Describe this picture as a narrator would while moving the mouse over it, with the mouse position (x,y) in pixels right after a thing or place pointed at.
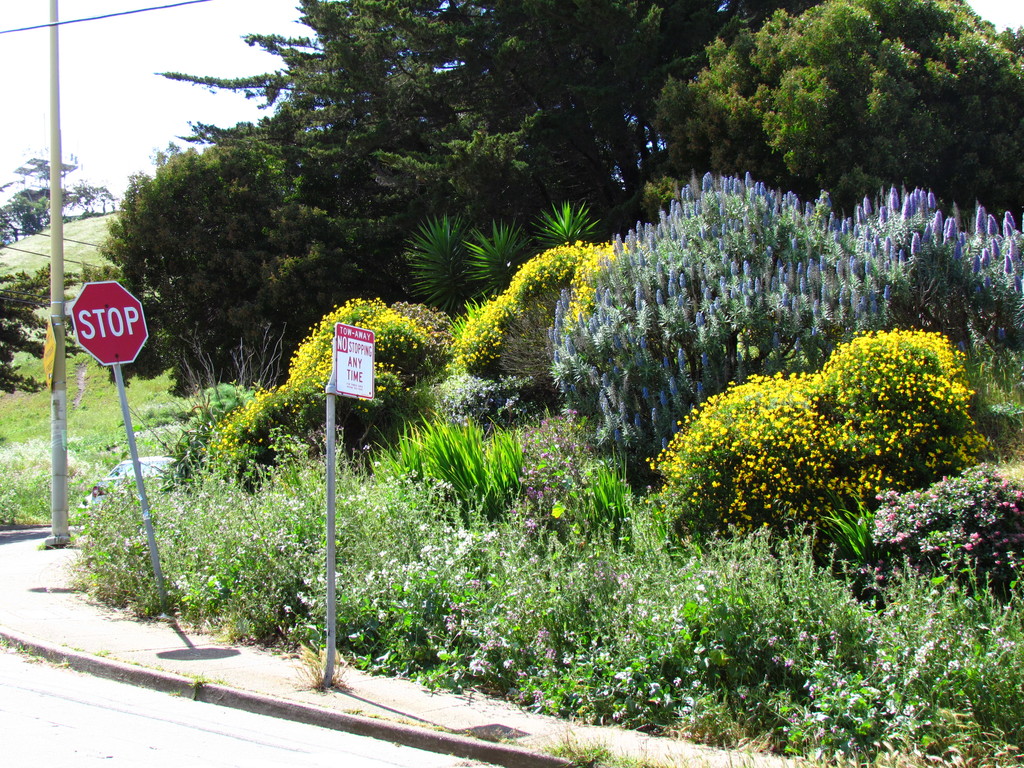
In this image, we can see trees (441,170), plants (468,394), flowers (871,438) and there are boards (116,335) and a pole (50,107). At the bottom (103,693), there is a road (128,705).
